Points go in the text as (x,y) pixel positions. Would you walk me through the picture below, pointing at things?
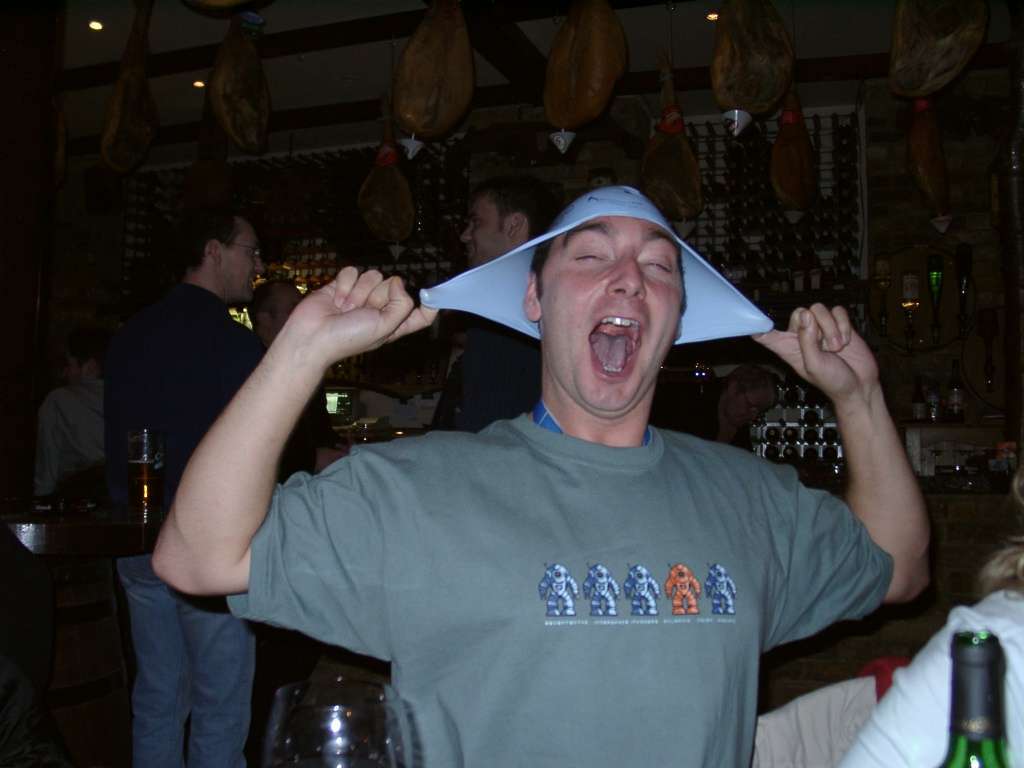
In this image there is a man (491,493) in the middle (521,478) who opened his mouth (630,356) by holding the cap (467,293) with his both the hands (415,314). In the background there are few people (259,290) standing on the floor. On the left side (142,527) there is a table (59,518) on which there is a glass (144,493). In the background (732,195) there are shelves (738,208) in which there are glass bottles (825,219). At the top (388,93) there is ceiling (310,47) with the lights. There are hangings (666,96) at the top (578,78). On the right side (952,401) there are glass bottles (952,401) on the box (931,439).
